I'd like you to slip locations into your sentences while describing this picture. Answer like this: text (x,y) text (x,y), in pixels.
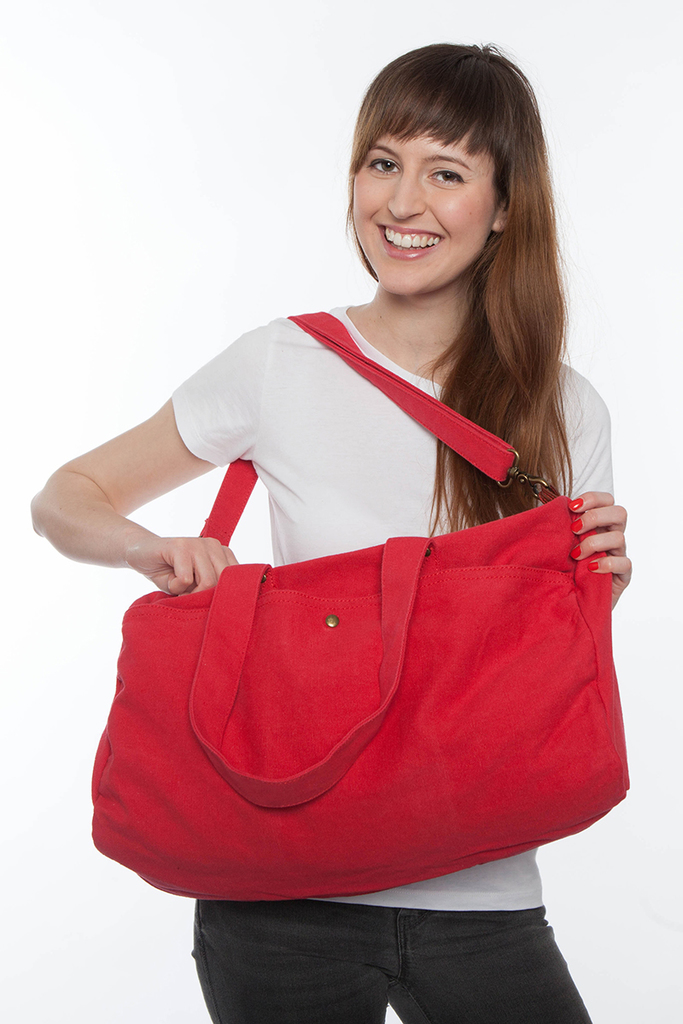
There is woman (388,476) standing in this image holding a red color bag (417,695). She wore white T-shirt (290,413) and black trouser (340,996). She has a very long hair (531,347) and her nails (579,525) were painted with a red colored nail paint (579,553).
